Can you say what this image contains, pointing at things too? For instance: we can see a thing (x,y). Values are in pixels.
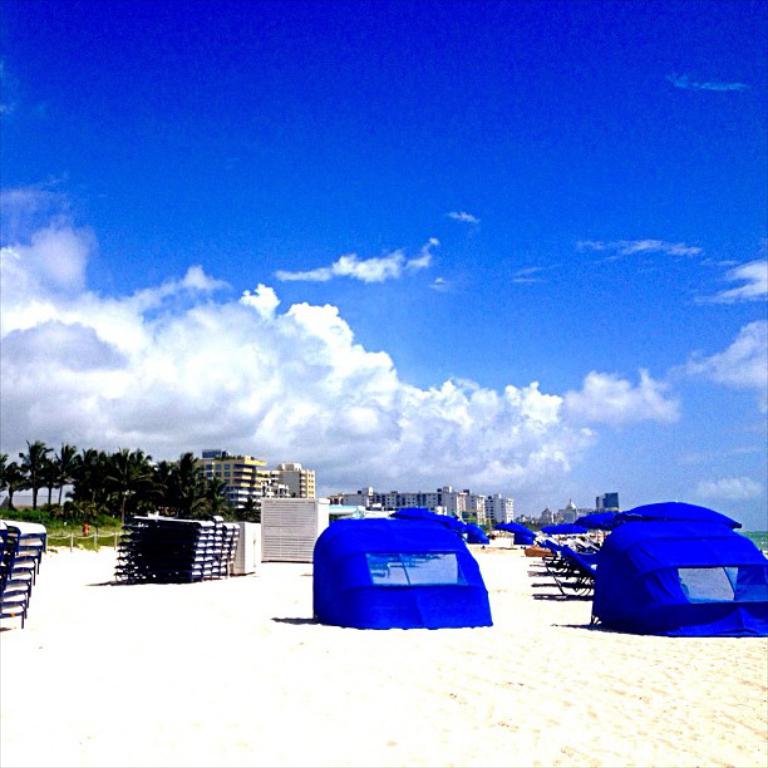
In this picture there are few blue color objects (651,569) and chairs (588,583) and there are some other objects (191,561) beside it and there are trees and buildings (504,515) in the background (576,518) and the sky (280,403) is a bit cloudy.
